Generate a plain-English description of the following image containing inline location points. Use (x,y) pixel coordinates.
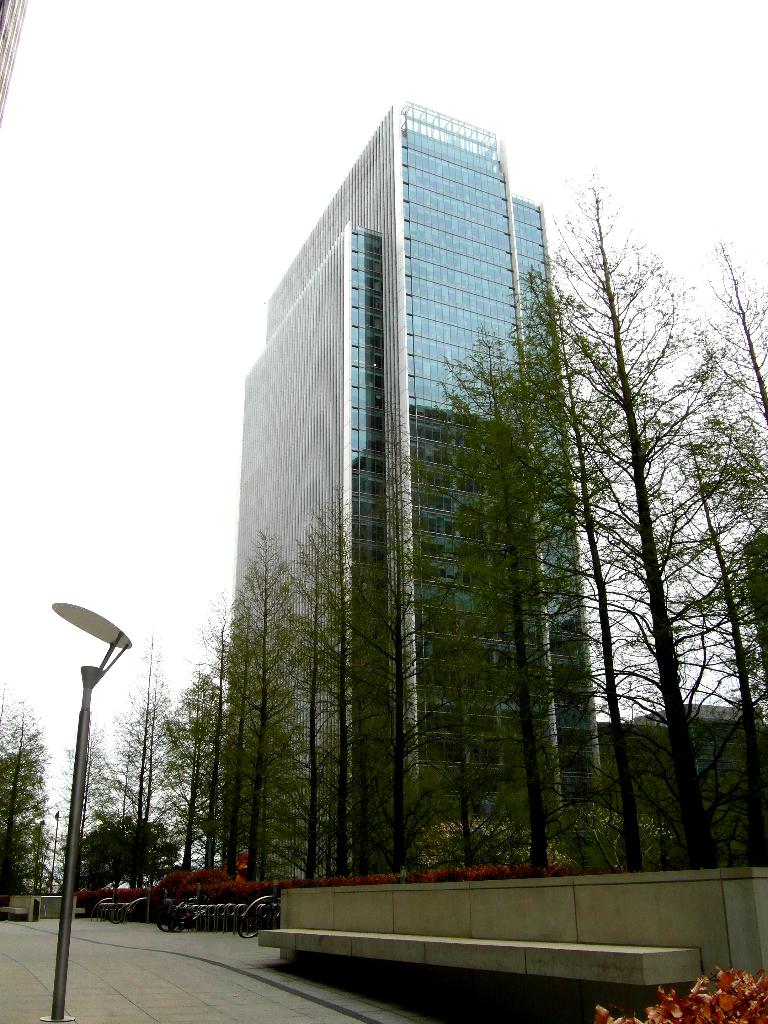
In the center of the image (440,450) we can see building (559,616), trees (358,782), bicycles (269,903) are present. At the bottom of the image (233,956) ground (218,971) is there. At the bottom left corner (51,999) a pole (76,842) is there. At the top of the image (262,88) sky (422,87) is there.
